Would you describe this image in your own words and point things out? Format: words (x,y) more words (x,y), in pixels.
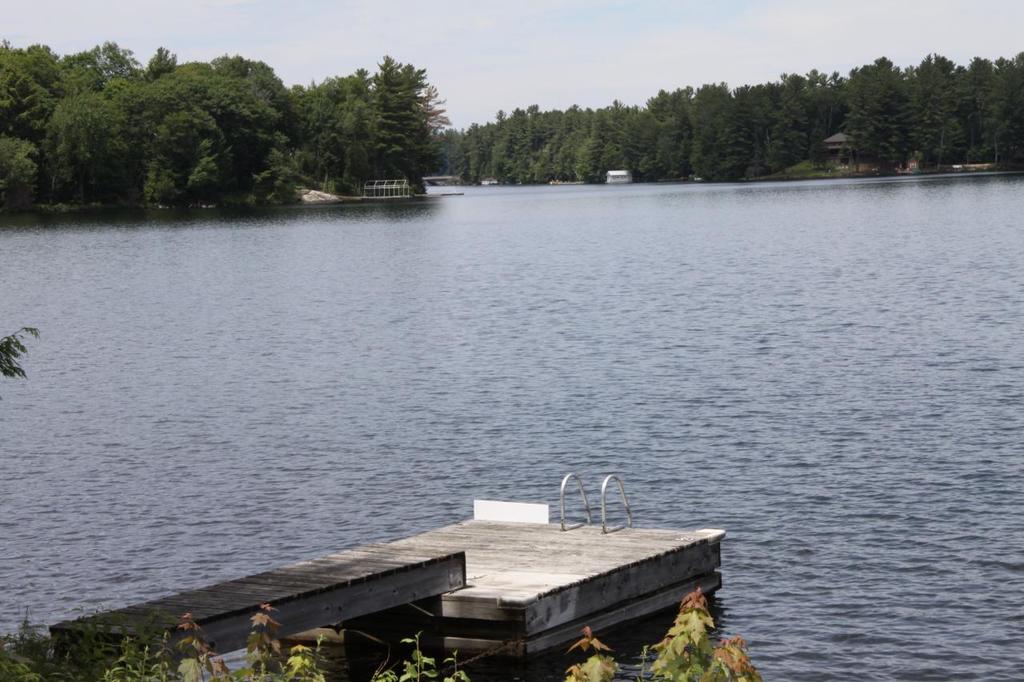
In the image it looks like a dock (418,584) in the foreground (406,645) and around that there is a water surface (419,209), in the background (497,131) there are trees (675,141).
